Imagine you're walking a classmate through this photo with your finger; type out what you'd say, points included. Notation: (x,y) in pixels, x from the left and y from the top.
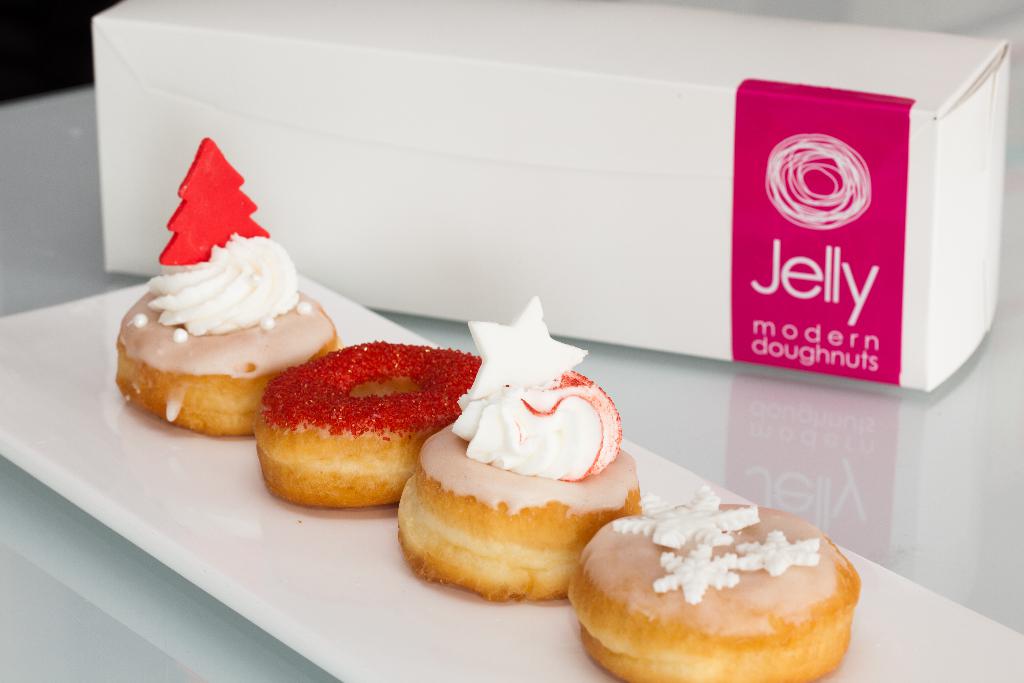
In this picture we can see four doughnuts (159,400) on a white tray (151,504), box (644,259) and these two are placed on a platform (951,424).
